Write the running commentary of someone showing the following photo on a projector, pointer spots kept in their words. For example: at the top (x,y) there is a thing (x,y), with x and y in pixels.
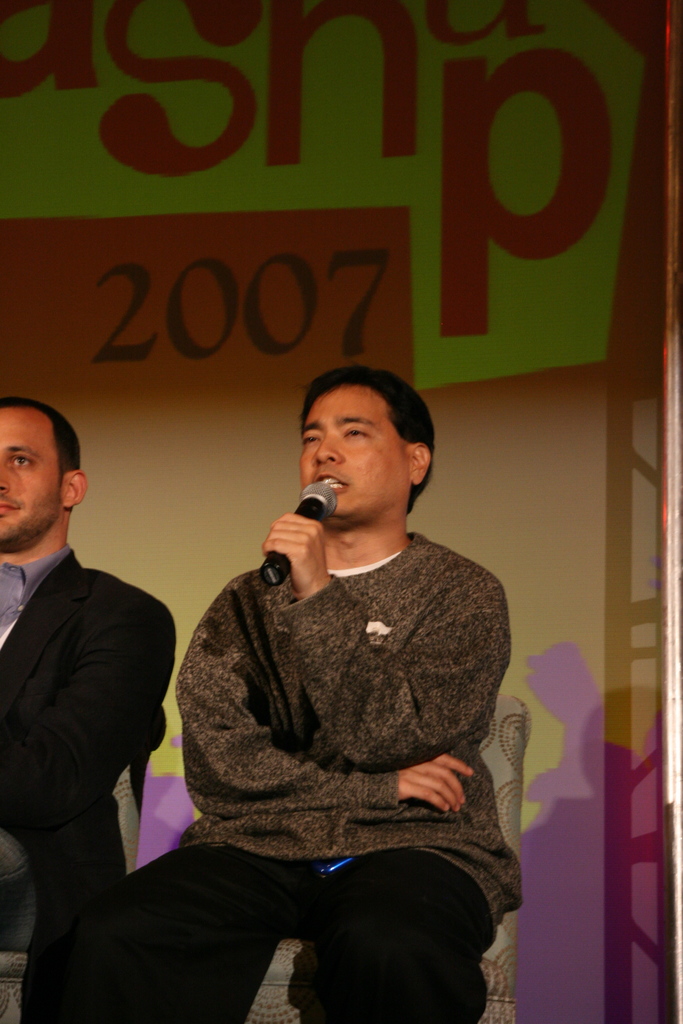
In this image, we can see a man (337,777) sitting and he is holding a microphone (306,514), he is speaking in the microphone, at the left side (65,597) there is a man (48,765) sitting on the chair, in the background (398,213) we can see a poster (233,186).
